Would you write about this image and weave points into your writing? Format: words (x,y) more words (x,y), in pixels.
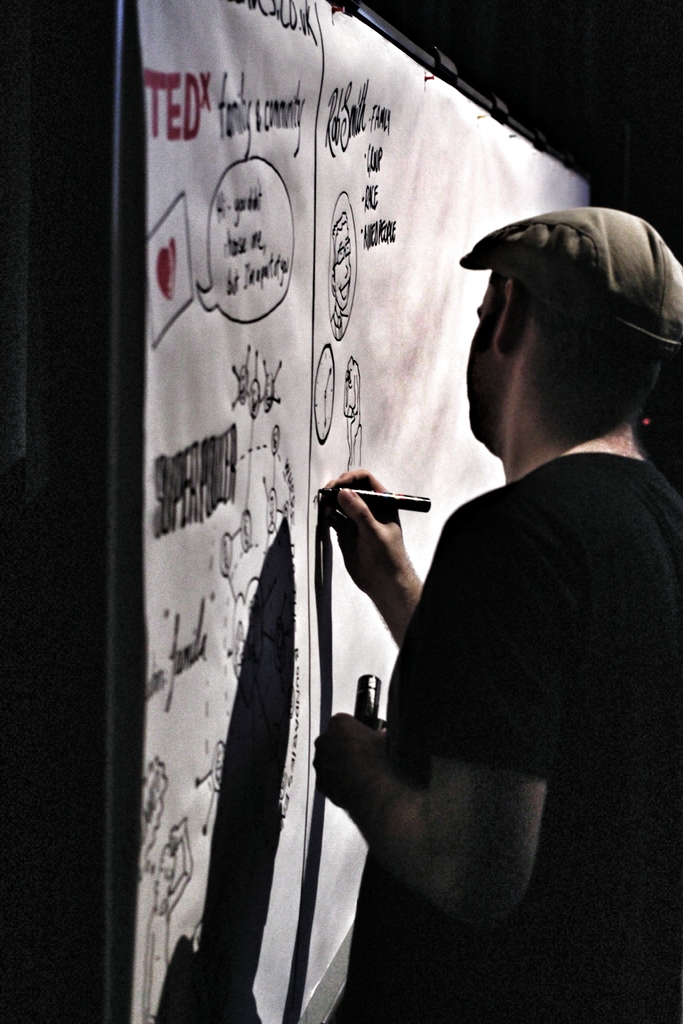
In this picture we can see a man (363,473) holding a marker pen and an object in his hands (348,552). We can see the text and a few things (231,217) on a paper (390,406) visible on the board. There is the dark view visible in the background (39,725).
